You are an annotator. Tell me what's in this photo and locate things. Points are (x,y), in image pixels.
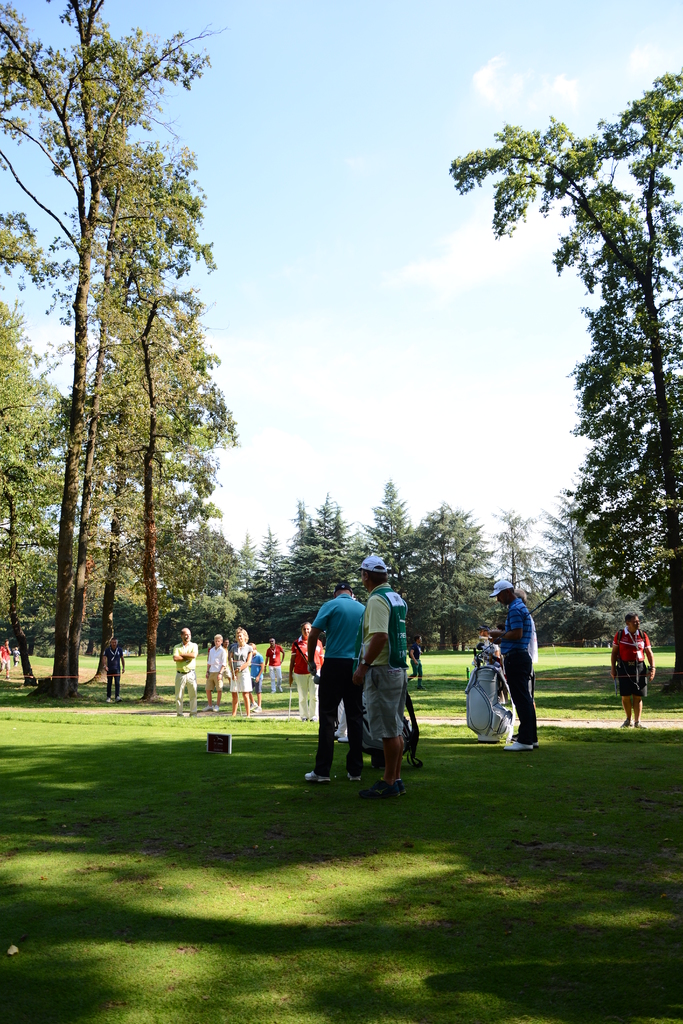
There are people (340,722), we can see board (217,746) on grass (202,782). In the background (674,551) we can see trees (411,548), grass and sky (383,406) with clouds (361,412).
